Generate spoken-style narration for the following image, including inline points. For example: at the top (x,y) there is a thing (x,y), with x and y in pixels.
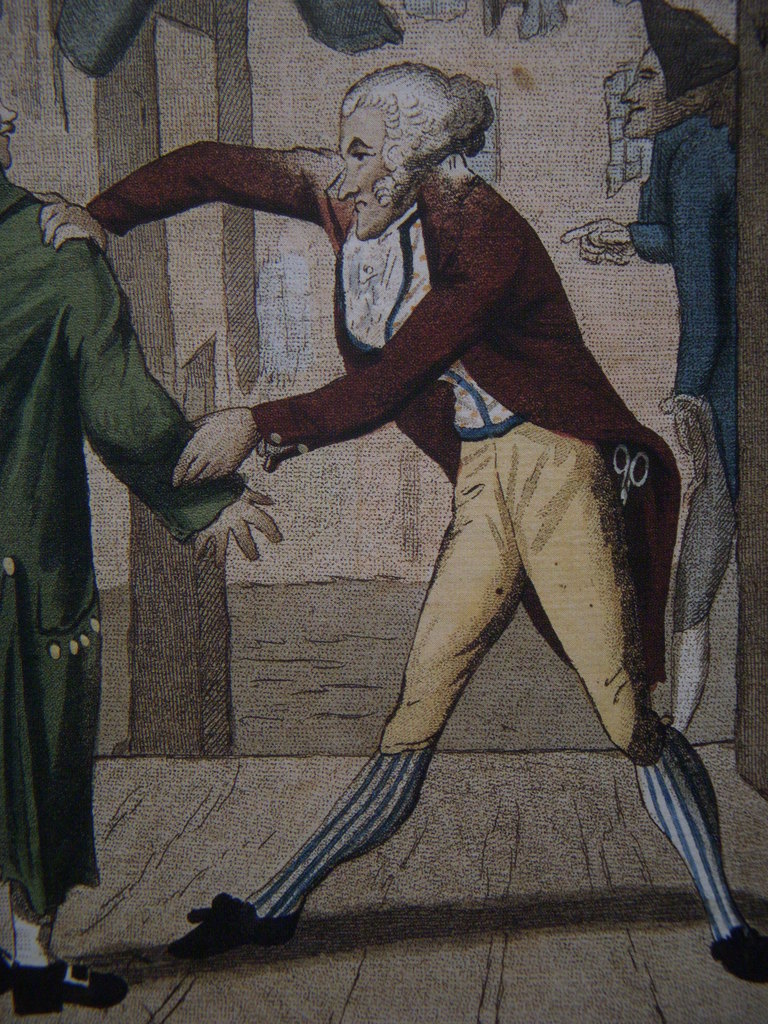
This is a picture of a painting, in this image we can see the persons (395,792) standing on the floor (459,856), in the background (168,66), we can see the wall (218,256), windows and a pillar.
